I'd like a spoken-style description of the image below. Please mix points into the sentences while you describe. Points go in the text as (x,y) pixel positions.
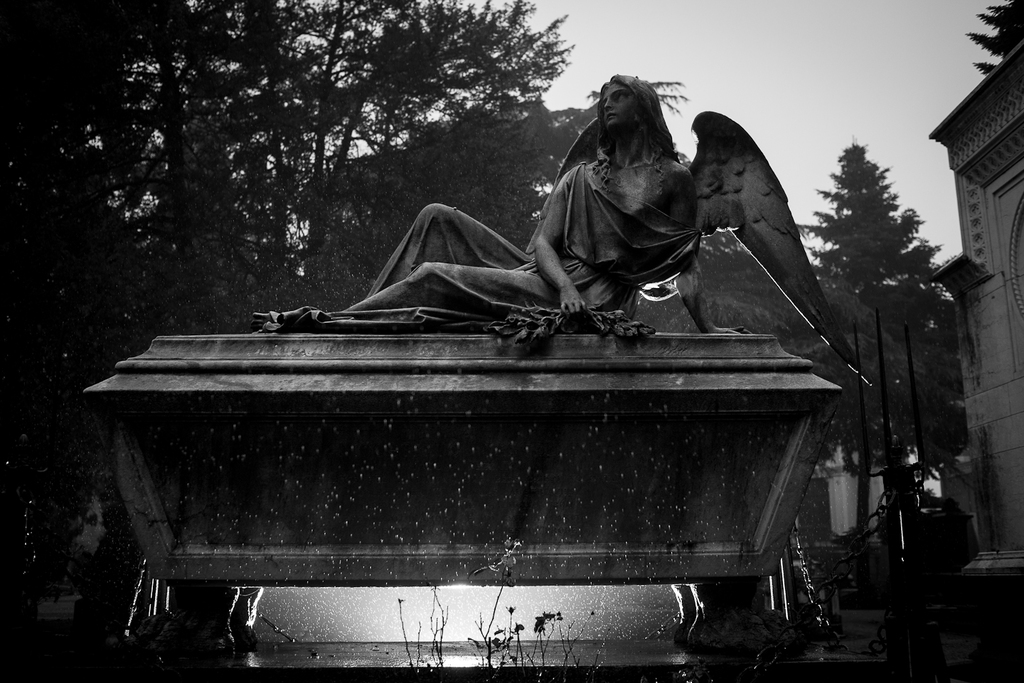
In this image I see a sculpture (354,355) and in the background (394,48) I see a number of trees (33,15), sky (679,103) and a wall (1008,347).
